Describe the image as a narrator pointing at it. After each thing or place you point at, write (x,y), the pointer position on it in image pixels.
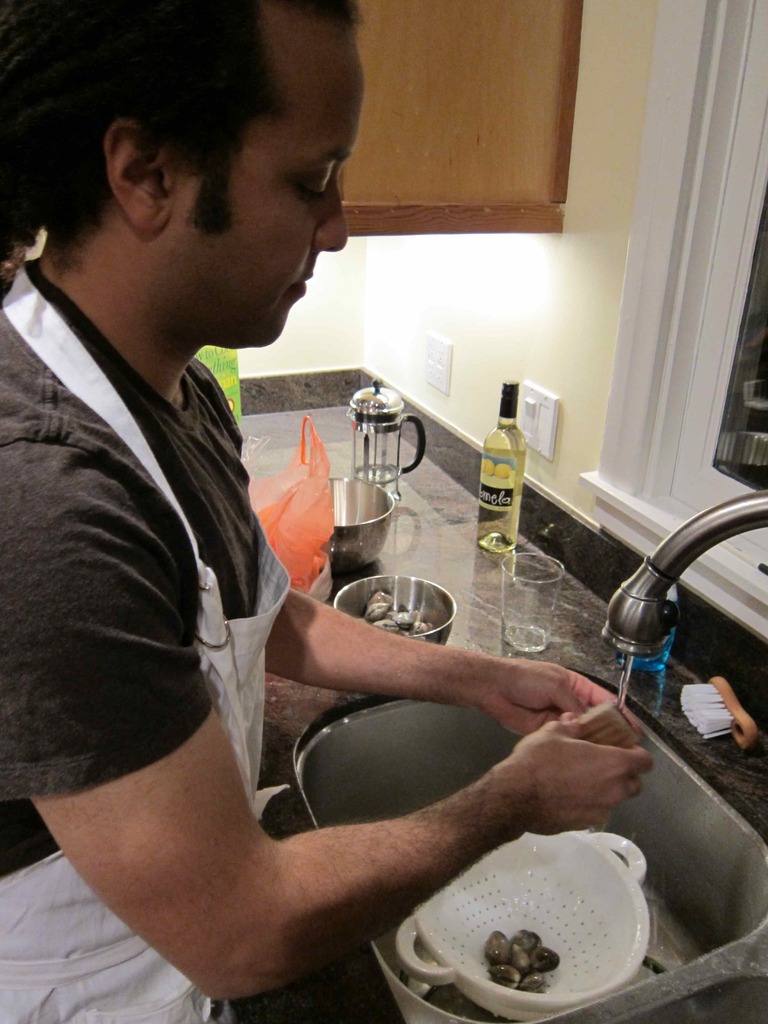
In the picture we can see a person (82,251) wearing black color T-shirt (221,566), also wearing white color apron (17,872), washing some objects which are in wash basin (753,986) and there are some glasses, bottles (502,424) and some other utensils (347,553) and in the background of the picture (381,13) there is cupboard (499,38), there is a wall (630,80), on right side of the picture (766,263) there is a window (666,18).
